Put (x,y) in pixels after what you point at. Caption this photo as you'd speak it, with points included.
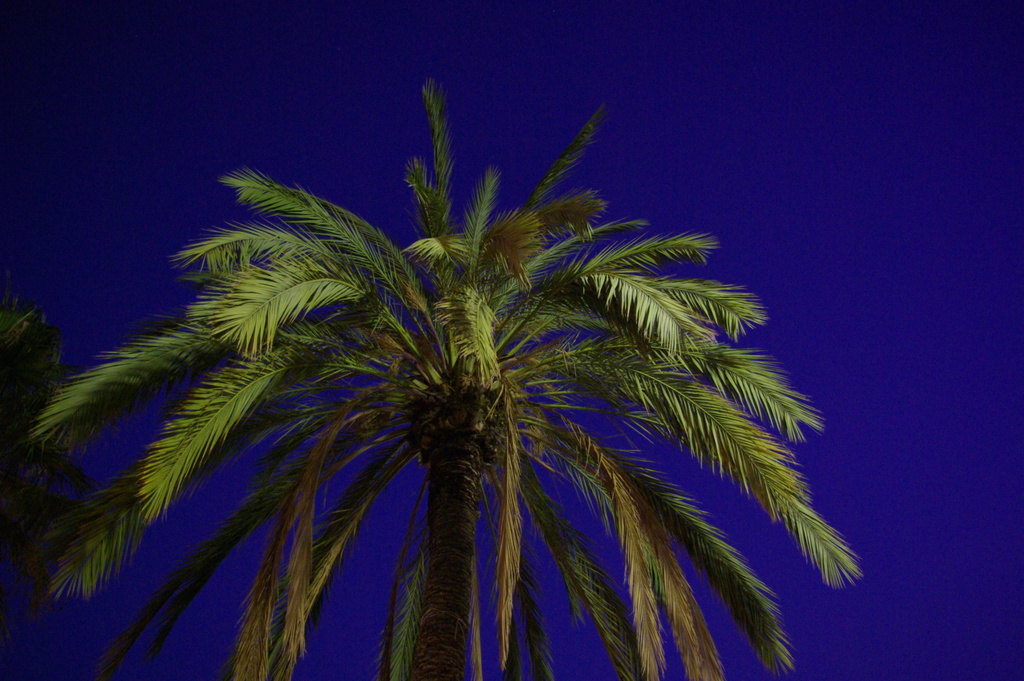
In this image we can see some trees (471,418) and top of the image (494,148) there is clear sky (796,201) which is blue in color.
